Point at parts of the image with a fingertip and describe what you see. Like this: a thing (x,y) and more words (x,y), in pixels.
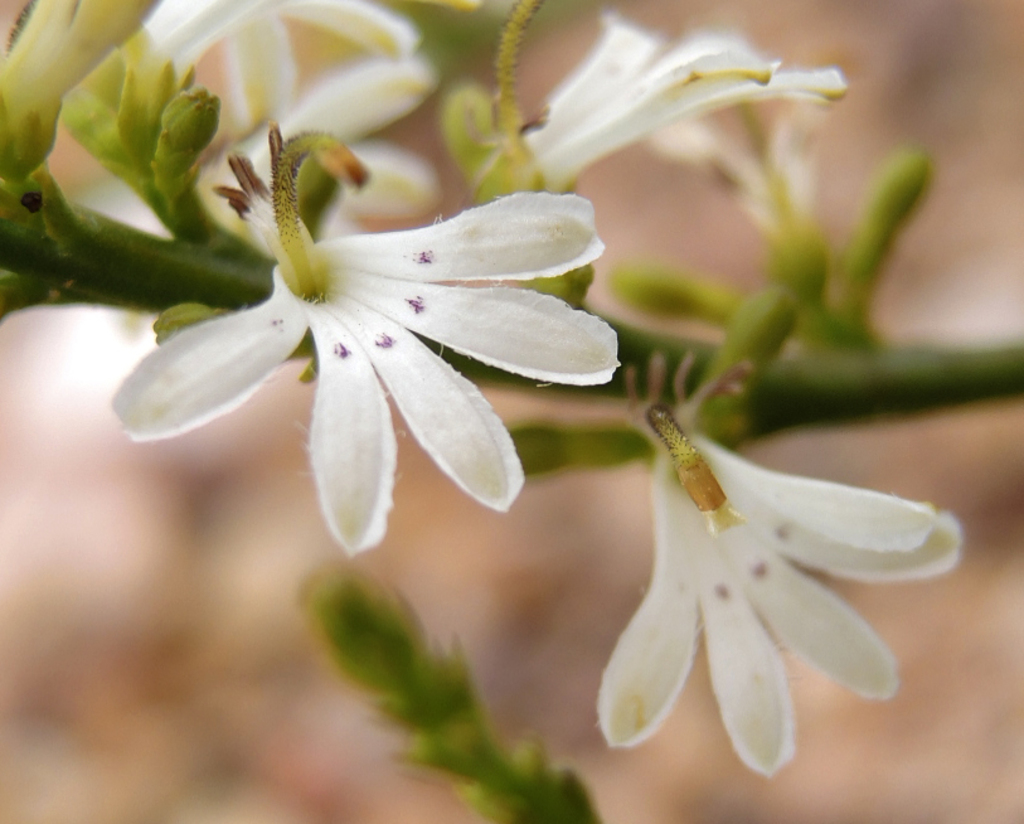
In this image, we can see a stem (160,261) with flowers (428,289) and buds (420,663) and the background (248,637) is blurry.
